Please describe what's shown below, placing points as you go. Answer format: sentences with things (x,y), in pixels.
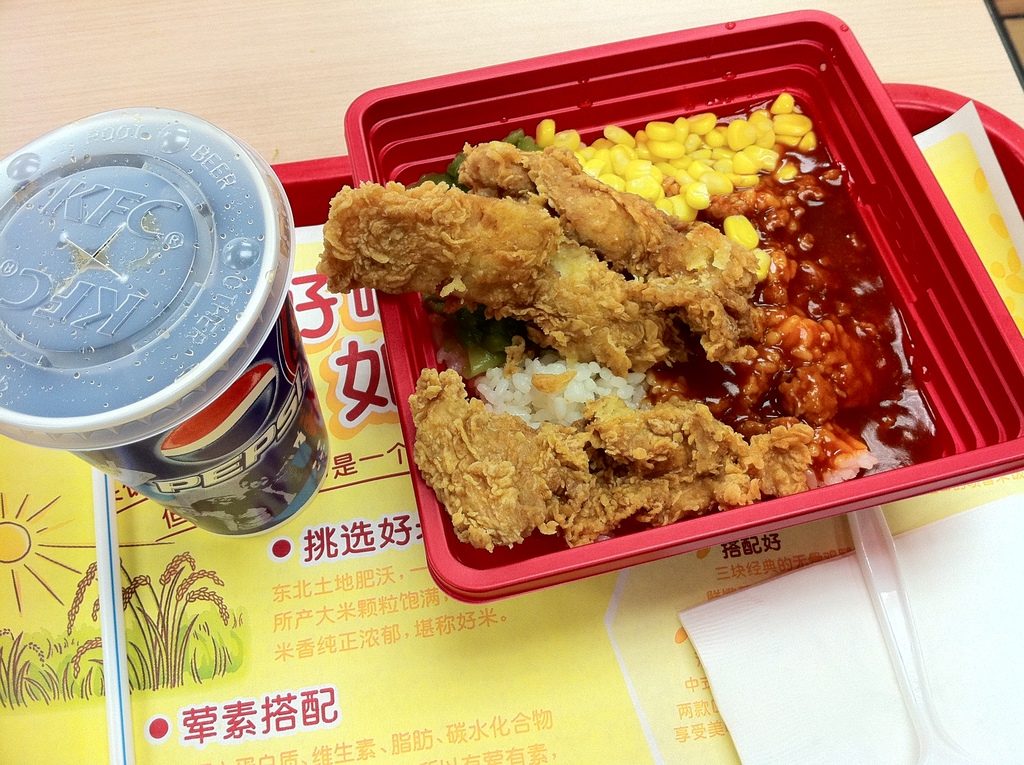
In this picture I can see there is a Pepsi cup (177,311) and there is a bowl (617,347) of food (658,245) placed on the right side (769,428). They are placed in a tray (421,575) and it is placed on the wooden table (145,38).
